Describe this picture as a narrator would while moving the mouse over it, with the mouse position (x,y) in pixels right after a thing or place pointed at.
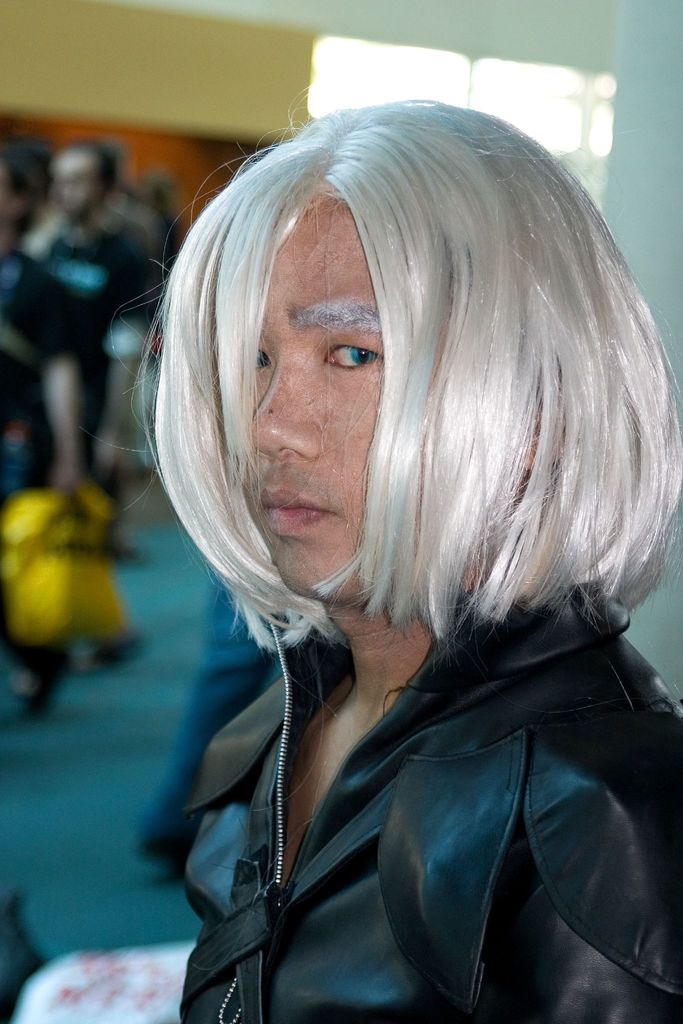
In this image I can see the person (468,731) is wearing black color dress (536,818). In the background (98,58) I can see few people (40,332) and the wall (198,106) and it is blurred.
